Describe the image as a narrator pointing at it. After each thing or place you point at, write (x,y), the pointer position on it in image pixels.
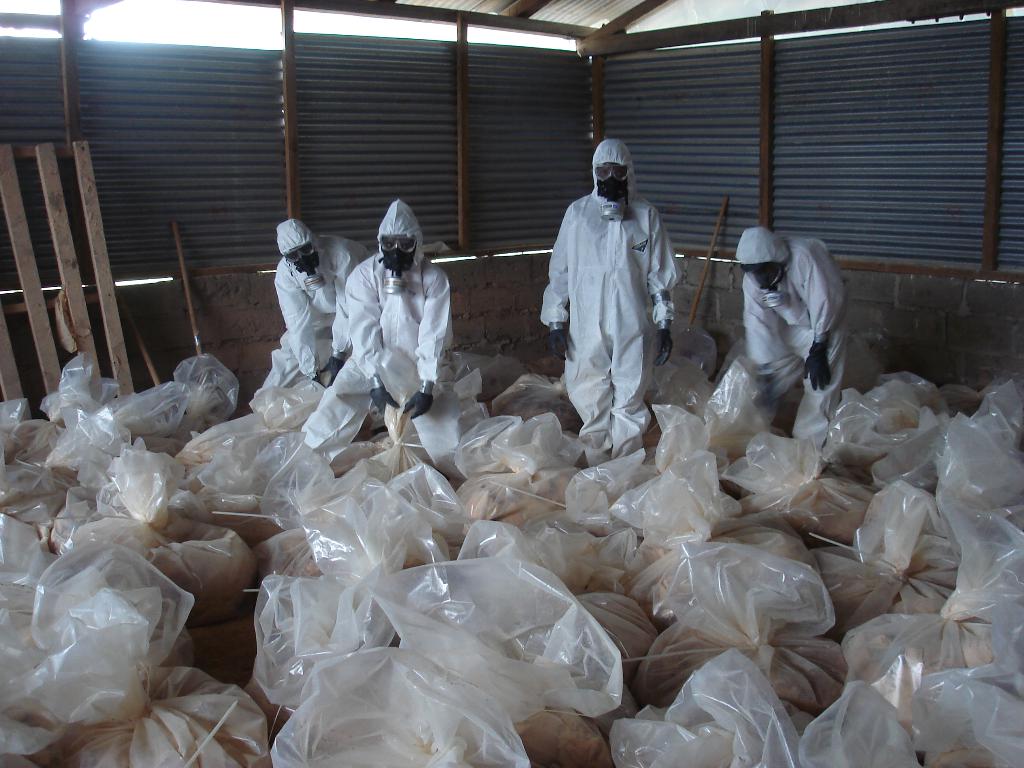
In this image, we can see some people (408,317) wearing white costumes (340,322), we can see some plastic bags (764,656) on the ground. We can see the tin shed (343,95).
